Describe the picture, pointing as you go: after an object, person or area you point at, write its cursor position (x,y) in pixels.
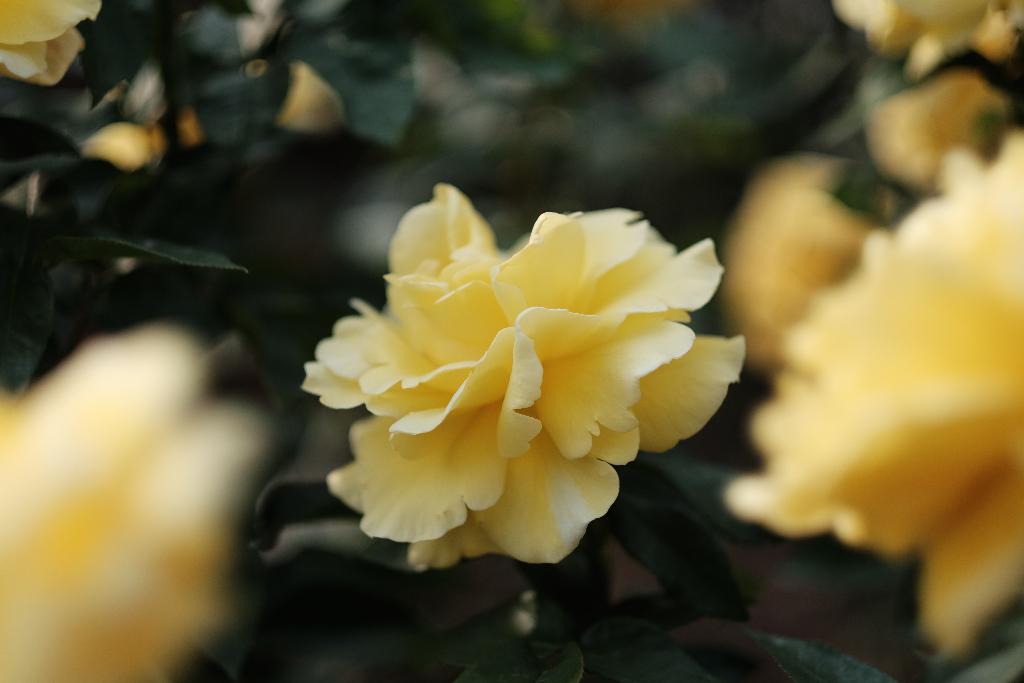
In this image, we can see a flower (555,414) on the blur background.
